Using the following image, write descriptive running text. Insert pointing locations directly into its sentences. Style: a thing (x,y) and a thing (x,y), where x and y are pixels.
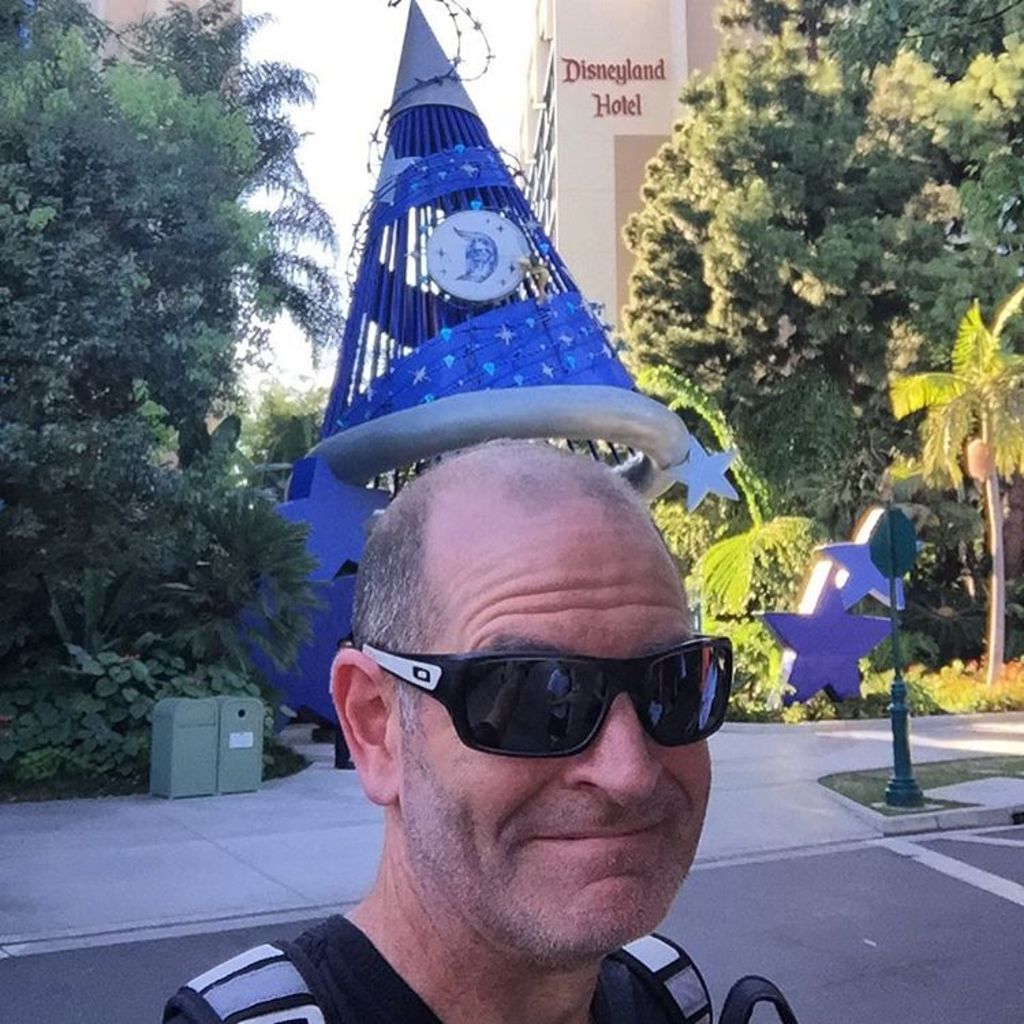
In the image there is a man (574,586) and he is taking a selfie, behind the man (461,575) there is some sculpture (421,341), around that there are trees (703,164) and a building (636,105).
